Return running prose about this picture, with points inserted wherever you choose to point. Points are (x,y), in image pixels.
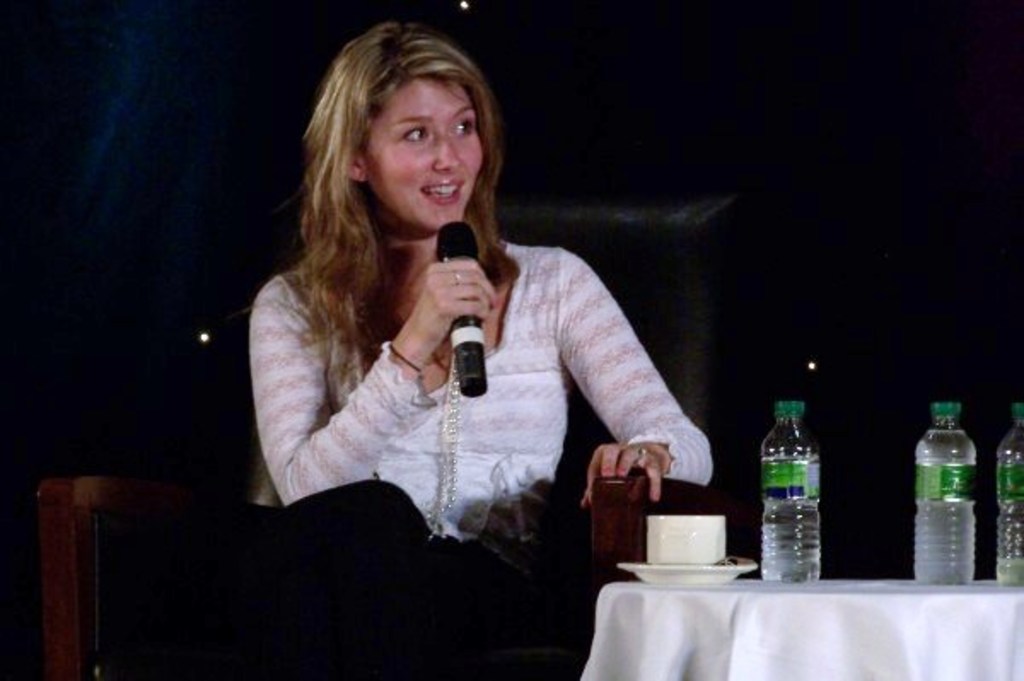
In this image in the center (349,311) there is one woman (318,590) who is sitting on chairs (578,537), and she is holding a mike (446,238) and smiling. And on the right side (732,599) there is one table (727,601), on the table (694,588) there is one cup (680,543), saucer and bottles (800,515) and there is a black background (853,490) and some lights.
